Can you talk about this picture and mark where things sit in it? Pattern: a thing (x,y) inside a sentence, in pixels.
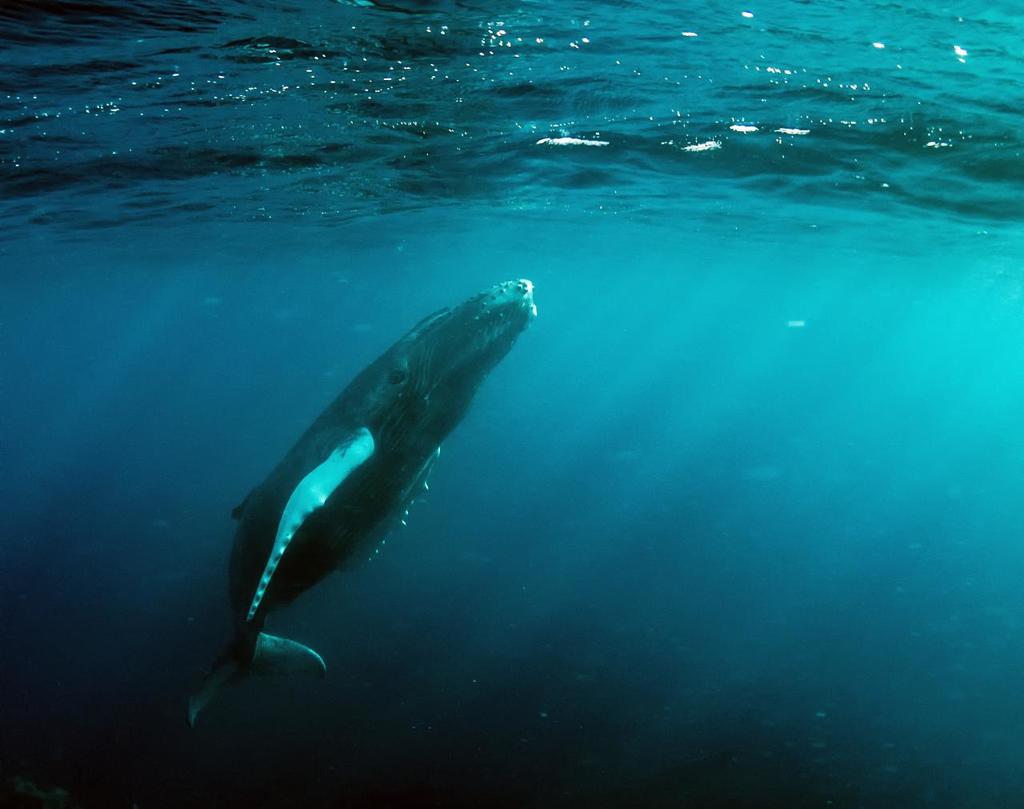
In this image I can see an aquatic animal (368,433) in the water (332,601).
